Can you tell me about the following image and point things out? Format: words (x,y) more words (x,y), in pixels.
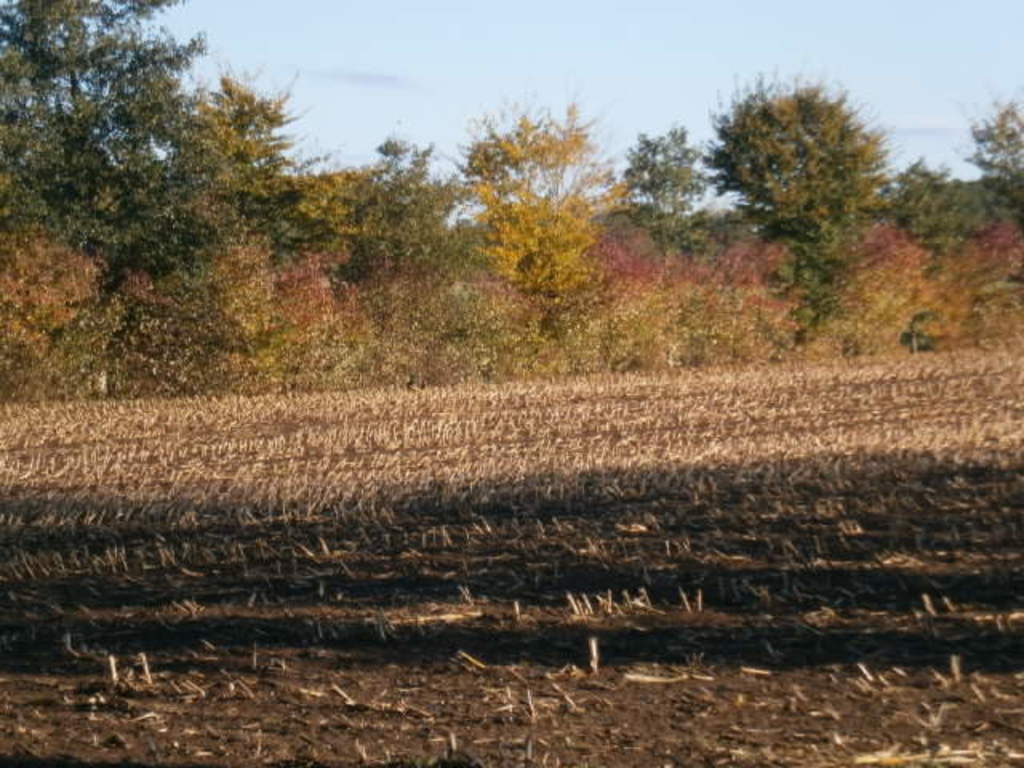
In the image in the center (430,256), we can see the sky (961,82), trees (60,173), plants (598,330) and grass (53,448).
